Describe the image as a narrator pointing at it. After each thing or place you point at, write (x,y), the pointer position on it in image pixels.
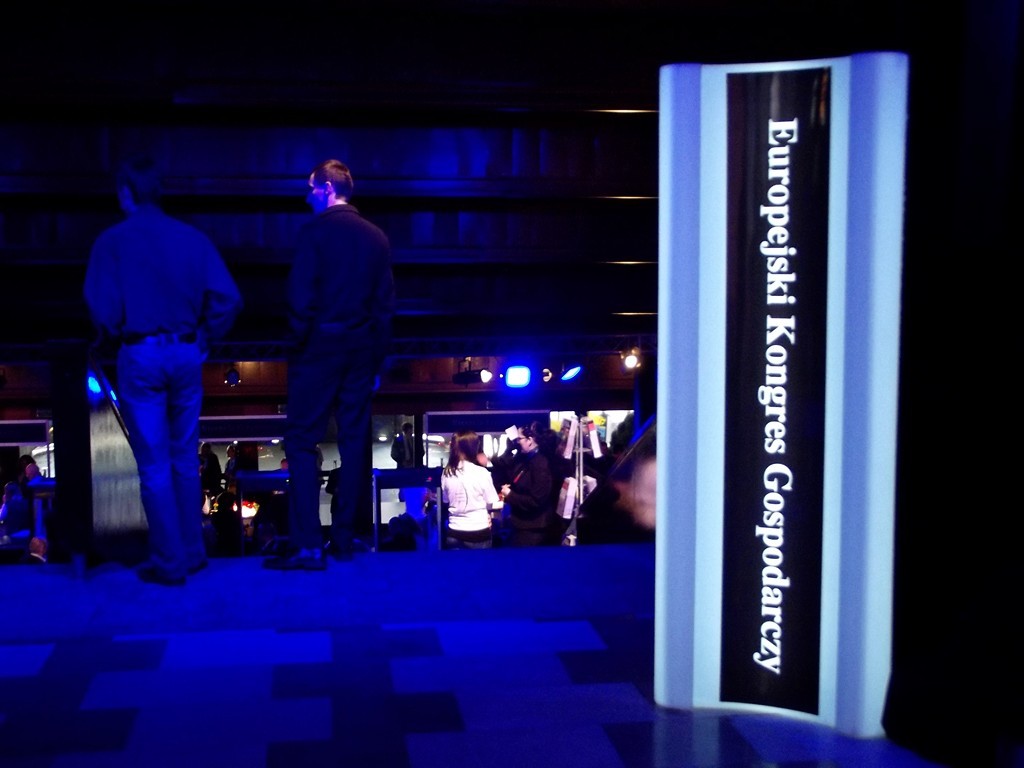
In the image there is a label (751,245) on an object (685,653), behind that label (763,201) there are two men (303,282) and under them there are few other people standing and there are blue lights (506,376) fixed to the wall (396,382).
